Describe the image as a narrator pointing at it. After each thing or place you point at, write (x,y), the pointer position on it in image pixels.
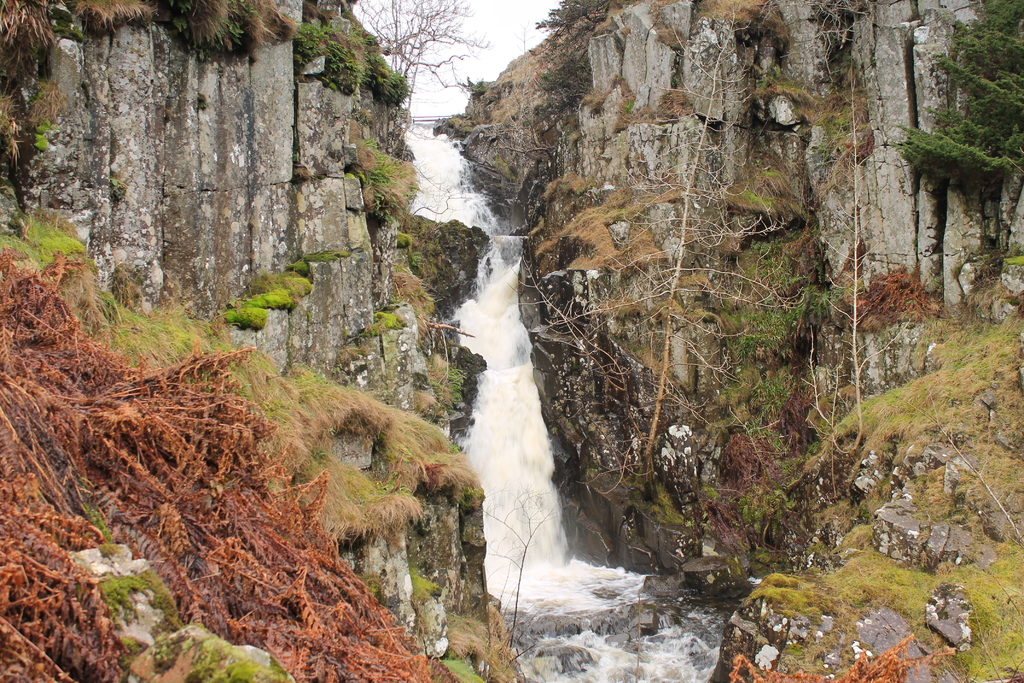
In this image we can see the waterfall (579,587). Here we can see the trees (1023,3) on the right side (997,39).
